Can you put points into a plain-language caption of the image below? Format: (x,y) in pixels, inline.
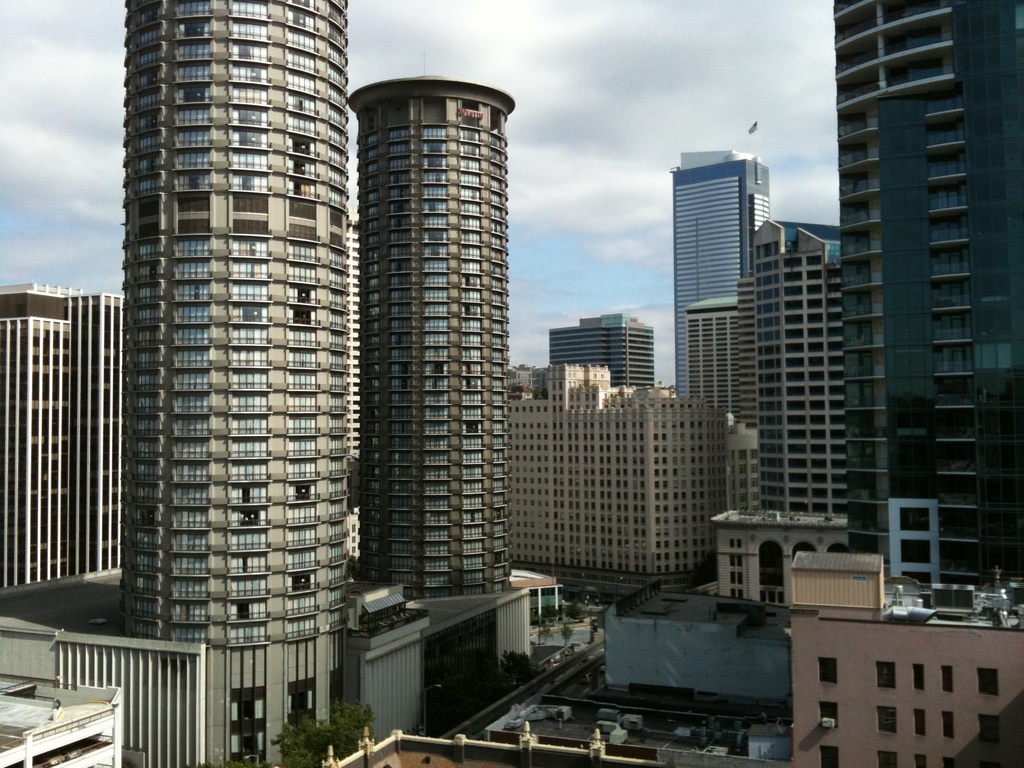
In this image there are buildings (759,518), in the background (576,164) there is a cloudy sky (566,68).
